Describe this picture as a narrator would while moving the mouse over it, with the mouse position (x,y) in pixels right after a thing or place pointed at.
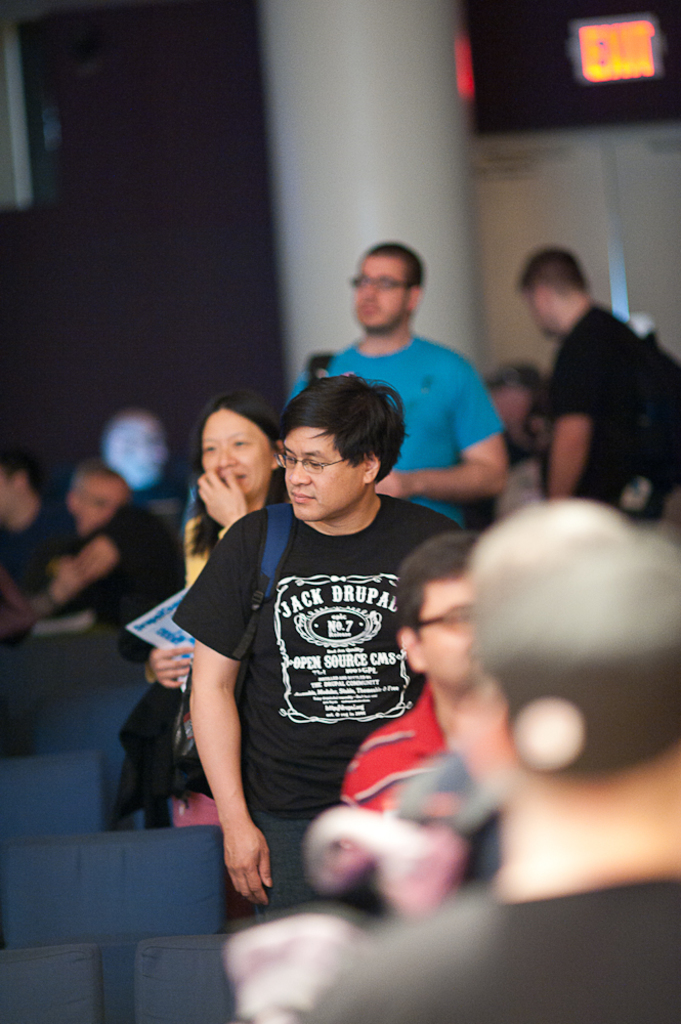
Here in this picture we can see number of people (384,490) standing and sitting on chairs (127,1011) over the place and we can see most of them are carrying bags (236,680) on them and holding books (159,618) in their hands (97,572) and behind them in the middle (304,351) we can see a pillar (305,235) present and beside that we can see a door (522,152) present over there and we can also see a exit board (599,66) present on the wall (599,94) over there.
